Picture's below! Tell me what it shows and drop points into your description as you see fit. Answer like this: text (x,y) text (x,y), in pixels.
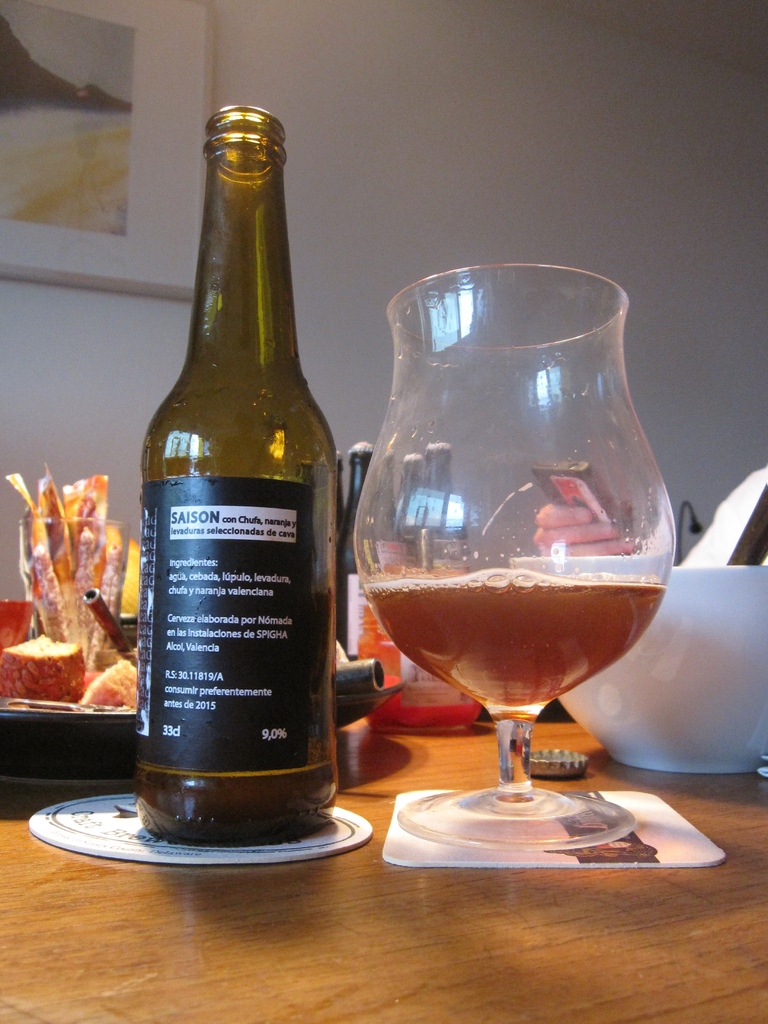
In this image there is a bottle (197,523) and a glass (495,645) with drink (560,589) in it placed on the table (242,966). Also there are few food items (95,570), bowls (680,701), few more bottles (356,468). In the background of the image (347,180) there is a photo frame (65,121) on the wall (391,145).
